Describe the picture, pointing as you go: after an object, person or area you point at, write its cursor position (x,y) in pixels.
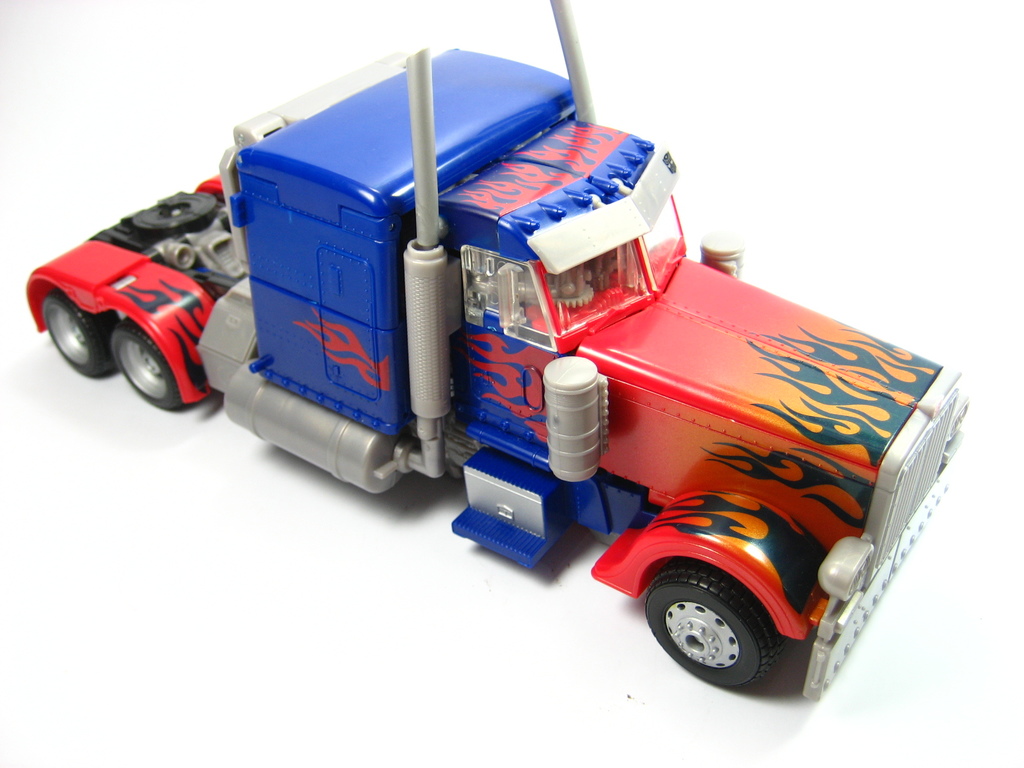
In this image we can see a toy vehicle (395,441) on the white color surface (1022,703).
